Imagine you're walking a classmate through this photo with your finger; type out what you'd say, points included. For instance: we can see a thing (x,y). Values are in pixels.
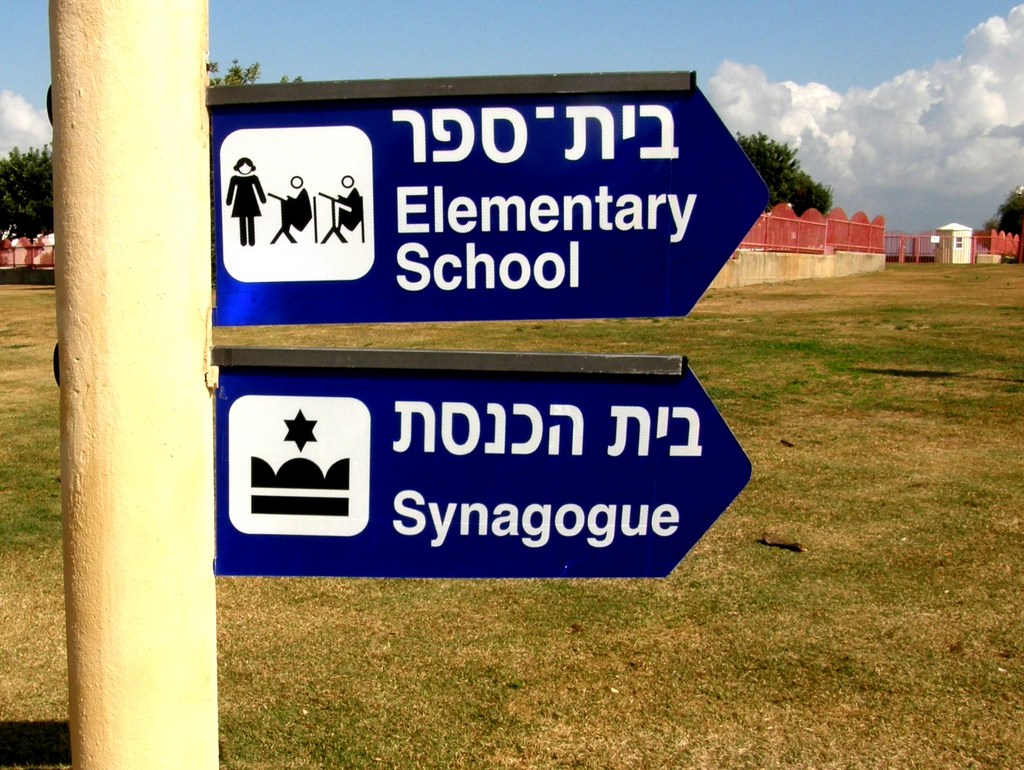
In this image there is a pole (175,552) on the left side (176,581) to which there are two sign boards (422,362). At the bottom (522,701) there is a ground (798,600) on which there is grass (924,416). In the background (837,255) there is a wall (819,257) on which there is red color fence (836,213). At the top (837,45) there is the sky (837,33). There are trees (797,161) behind the fence (809,228). On the right side (953,236) top there is a small hut (945,246).
